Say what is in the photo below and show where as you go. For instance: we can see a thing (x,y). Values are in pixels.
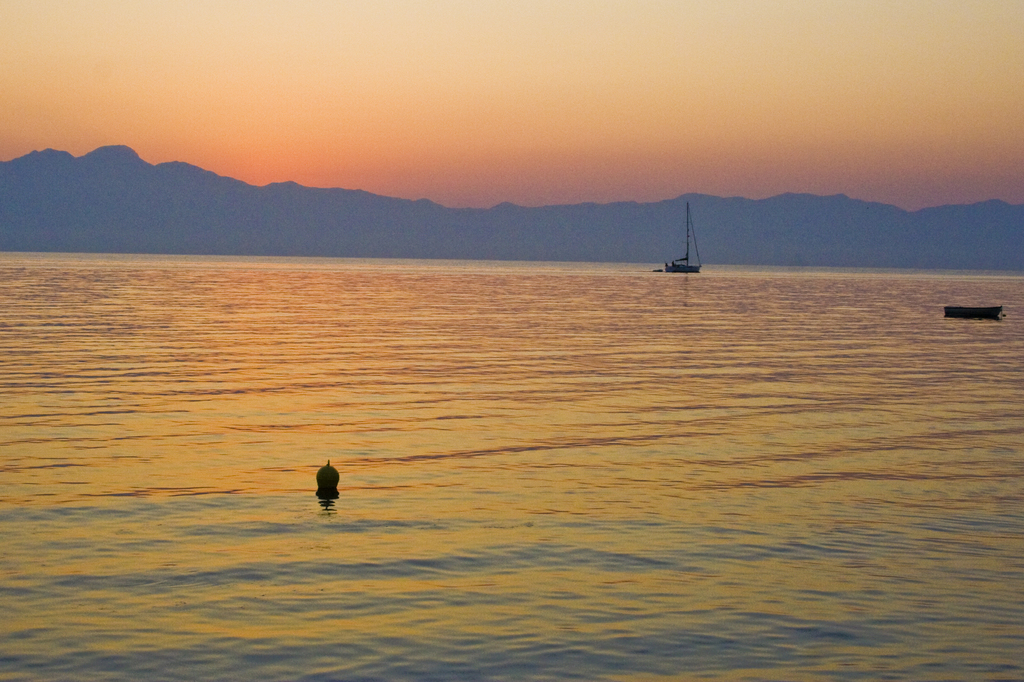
It is a sea (670,389) and in the middle of the sea (710,294) there is a small boat (976,313) and a ship (688,258), in the background (60,240) there are few mountains (5,229).
